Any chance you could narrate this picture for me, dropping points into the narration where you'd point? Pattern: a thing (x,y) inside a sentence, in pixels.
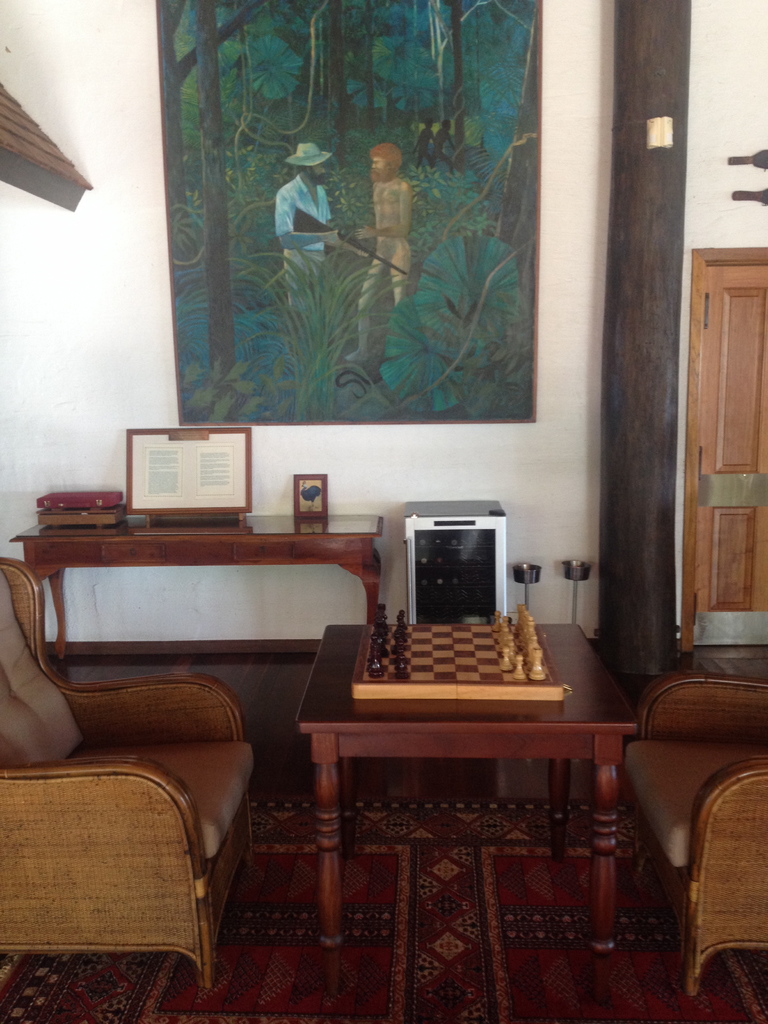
In this image there are two chairs (655,842) before a table (416,715) having a chess boards (424,666) with coins (400,674) on it. There is a table (167,540) having a frame (165,491) and few objects (59,511) on it. Beside there is a machine (473,560) and two candle stands (569,576) on the floor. Right side (757,638) there is a door (712,606), beside there is a pillar (638,486). A picture frame (462,363) is attached to the wall (10,353).
